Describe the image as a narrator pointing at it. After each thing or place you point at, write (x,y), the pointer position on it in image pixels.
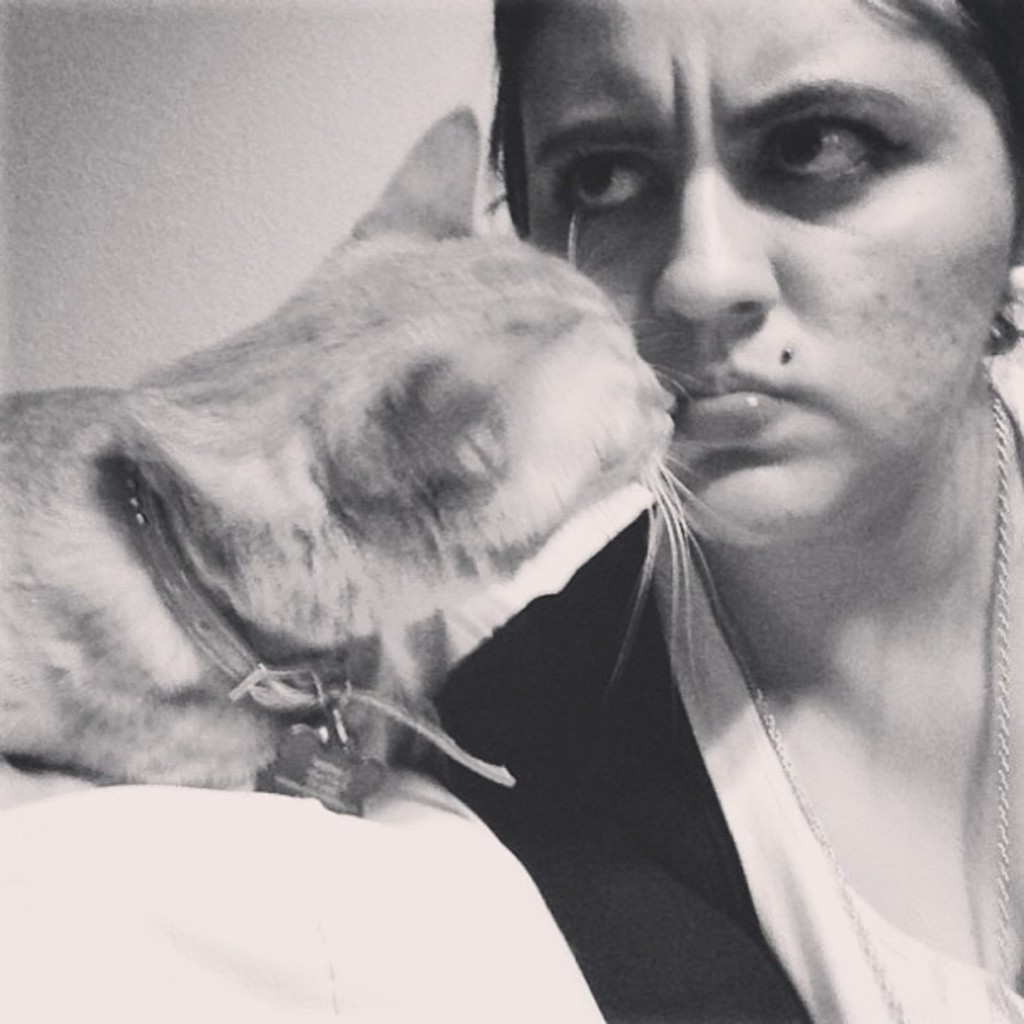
In this picture I can see a woman (782,627) and a cat (403,489) and I can see a belt (189,610) to its neck (233,376).
